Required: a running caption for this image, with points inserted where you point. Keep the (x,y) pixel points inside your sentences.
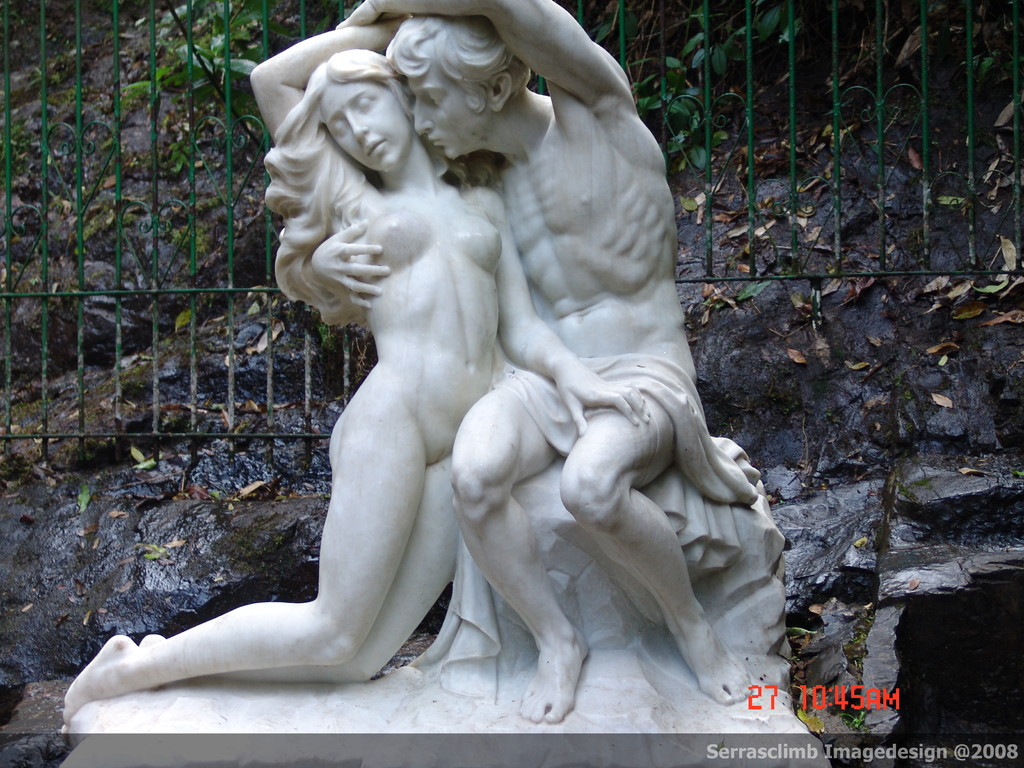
In this image we can see a statue (395,310). In the background (88,258), we can see a grille (81,248), leaves (859,365) and rock (223,467). We can see watermarks (883,740) in the right bottom of the image (894,748).
